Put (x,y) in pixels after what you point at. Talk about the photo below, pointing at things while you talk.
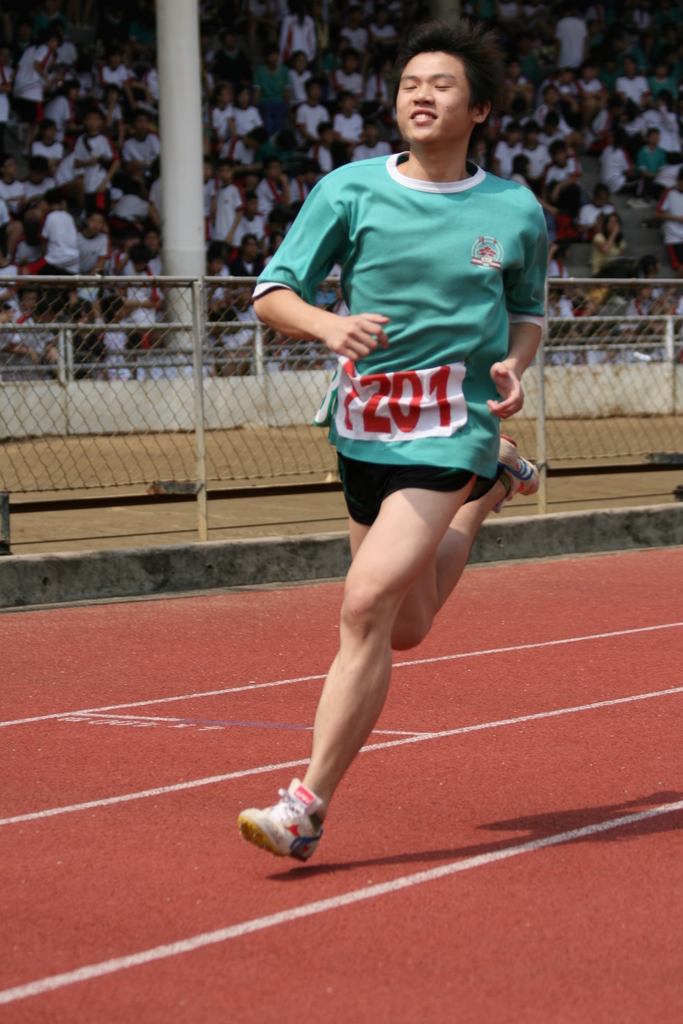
In this image we can see a person (417,367) green color T-shirt (399,343) running and in the background of the image (296,421) there is fencing (211,374), there are some persons (150,225) standing and sitting.
